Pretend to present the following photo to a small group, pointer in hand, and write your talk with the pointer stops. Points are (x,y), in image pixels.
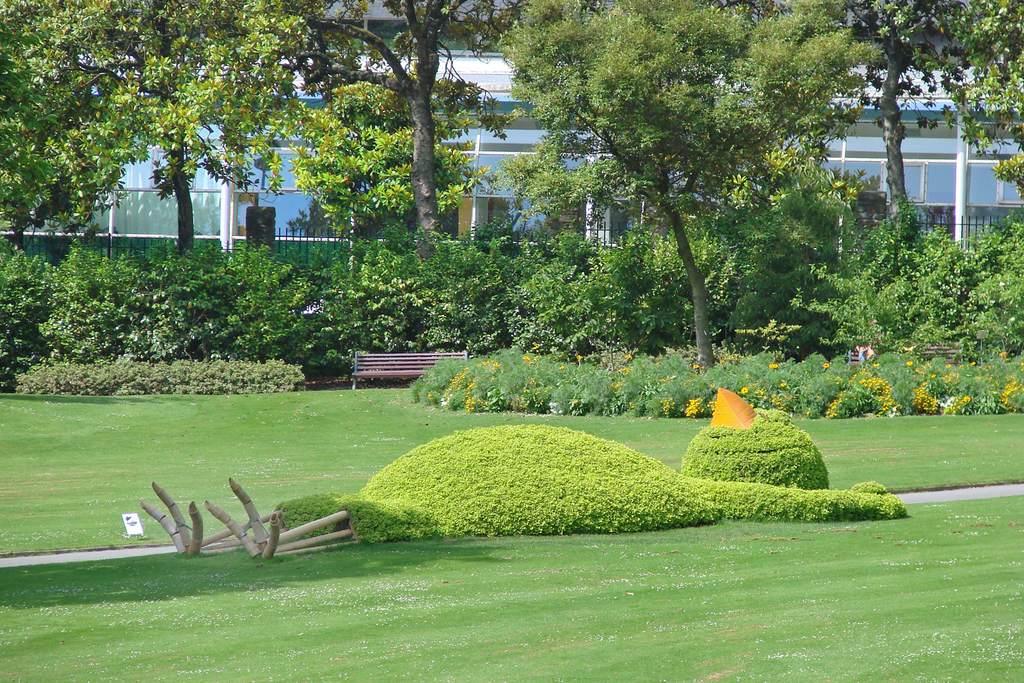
In this picture we can see grass (422,591) at the bottom (729,593), there are some plants (515,487) and a bench (422,367) in the middle (643,307), in the background (698,272) there are trees (609,95), a building (482,102) and fencing (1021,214).
